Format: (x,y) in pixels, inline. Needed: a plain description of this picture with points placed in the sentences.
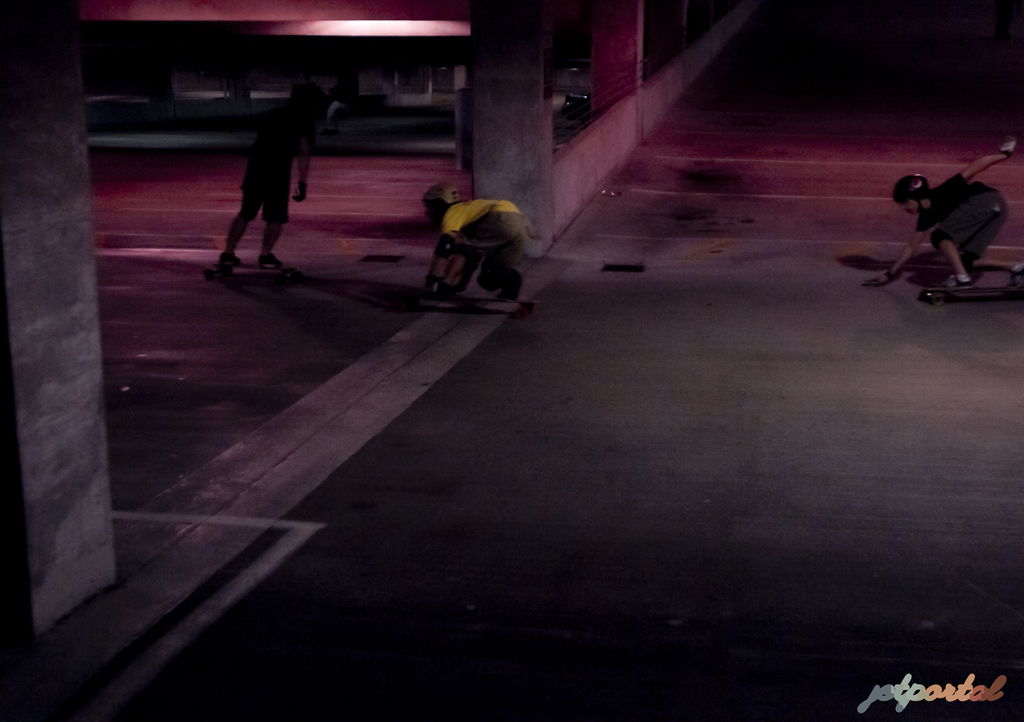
In this image we can see the boys (456,240) are standing on the skateboard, there is a pillar (480,26), there is a light (343,34).
